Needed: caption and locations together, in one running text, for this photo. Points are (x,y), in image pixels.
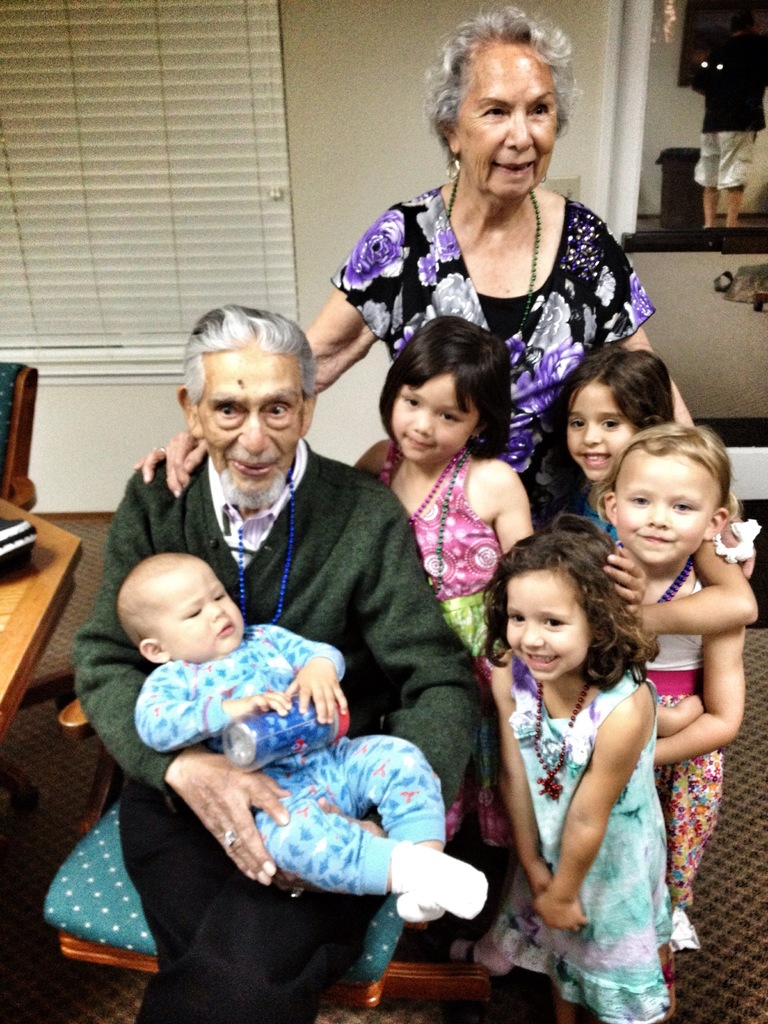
There are kids (628,821) and woman (500,288) standing and this man (227,583) sitting and holding a baby (213,689), beside this man (162,946) we can see an object (3,558) on the table (34,603) and chair (12,489). In the background (367,111) we can see wall (358,190) and mirror (765,4), through this mirror (696,224) we can see a person (723,175).
